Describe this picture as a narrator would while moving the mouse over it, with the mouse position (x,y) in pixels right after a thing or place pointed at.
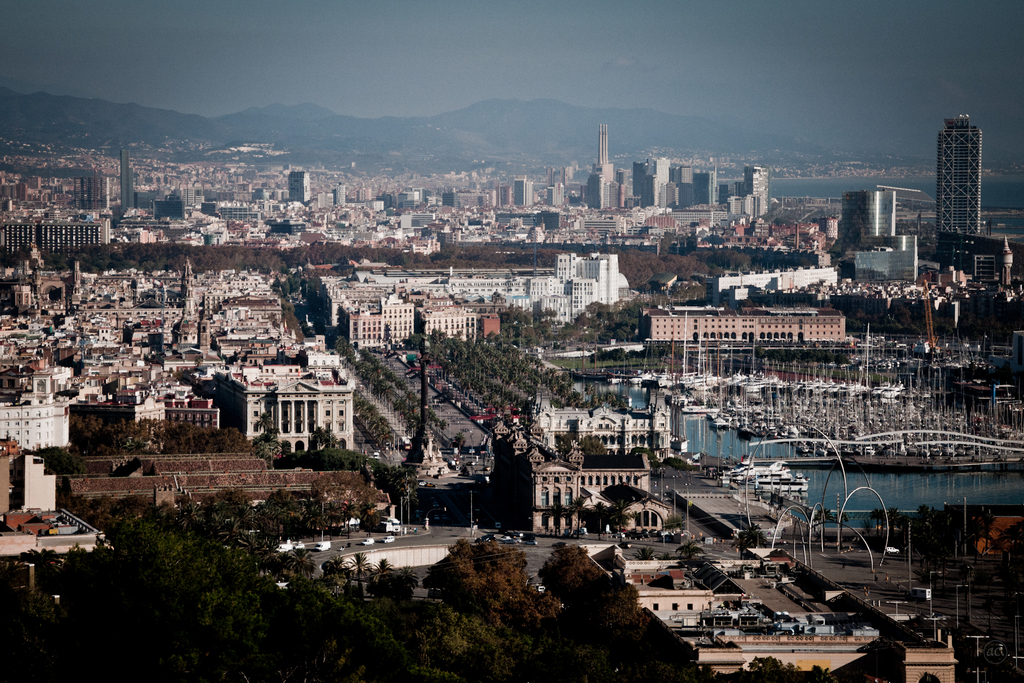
In this picture we can see there are building (279,346), trees (312,591), some vehicles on the road (672,483), boats (755,411) on the water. Behind the buildings (432,276) there are hills (660,125) and the sky (663,43).
